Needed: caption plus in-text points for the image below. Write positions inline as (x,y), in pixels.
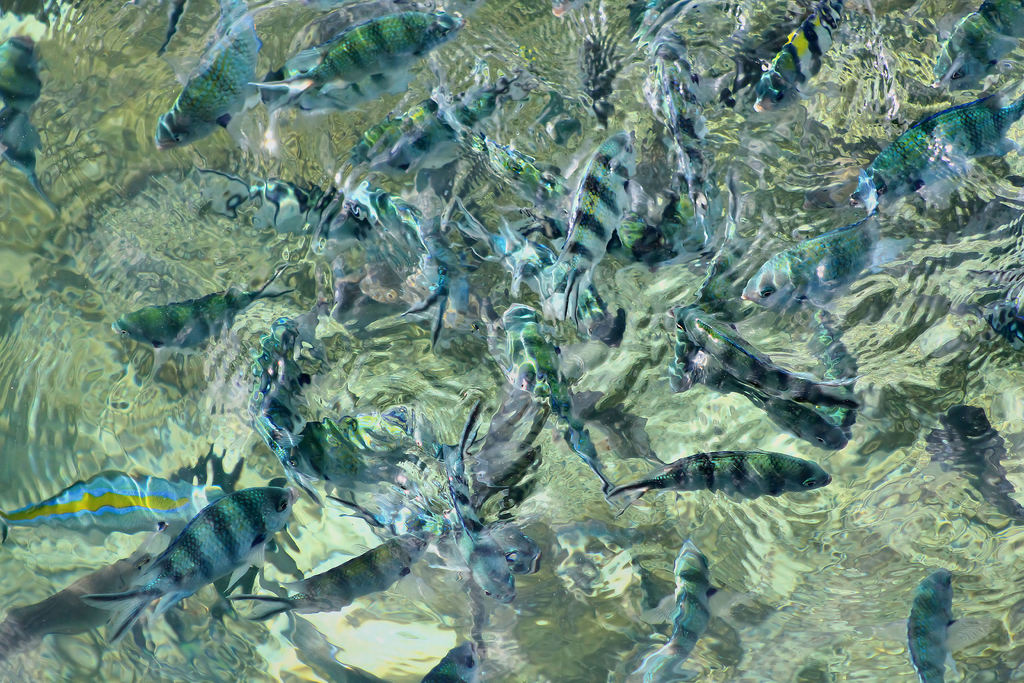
In this image we can see fishes (354,204) in the water (440,550).
